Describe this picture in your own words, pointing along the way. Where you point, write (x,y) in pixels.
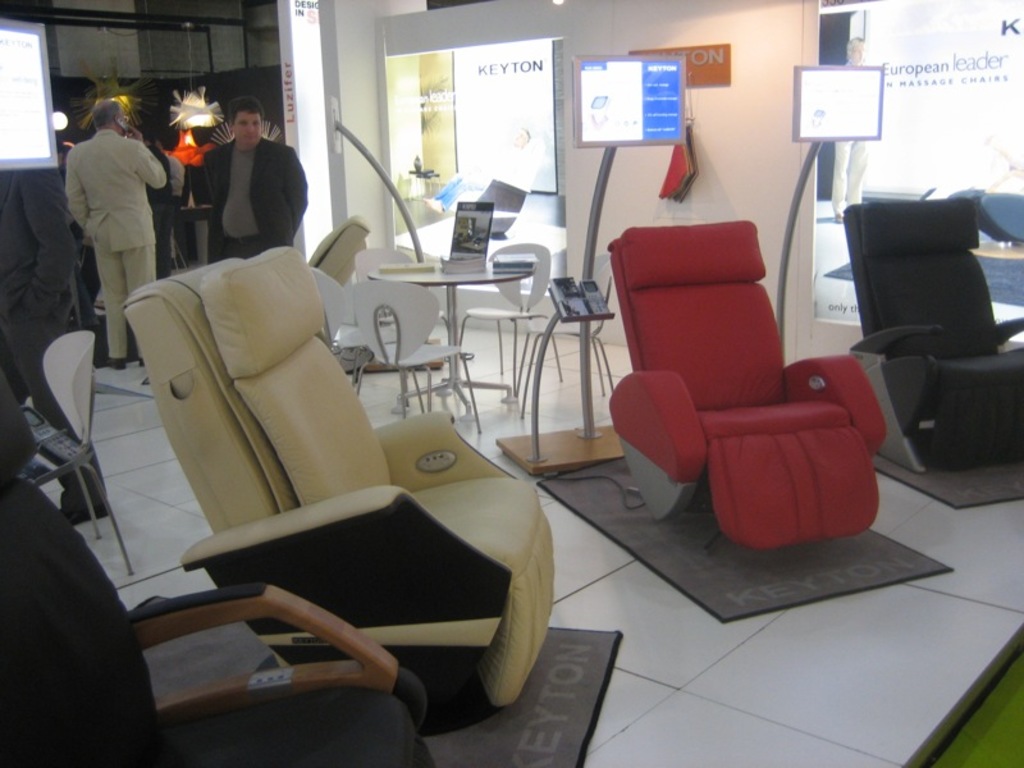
in this picture we can see four chairs (898,453) on the floor (770,705). Here we can see table (453,277) and empty chairs (377,321). These are television screens (646,120). This is a wall (723,167). Here we can see hoarding boards (981,124). Here we can see two persons (295,156) standing and at the left side of the picture (53,190) we can see partial part of the person (97,507) standing in front of a chair (111,514).
